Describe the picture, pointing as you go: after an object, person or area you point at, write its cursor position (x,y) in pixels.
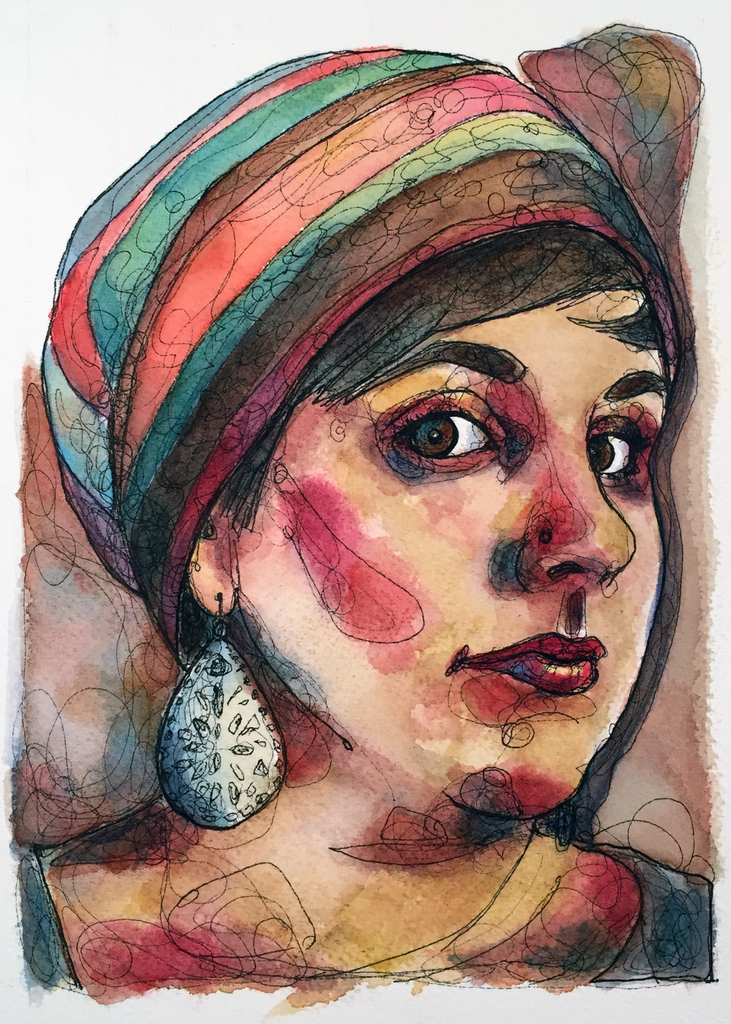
This is a picture of a colorful painting (255,111). In this picture we can see a woman (712,930).
